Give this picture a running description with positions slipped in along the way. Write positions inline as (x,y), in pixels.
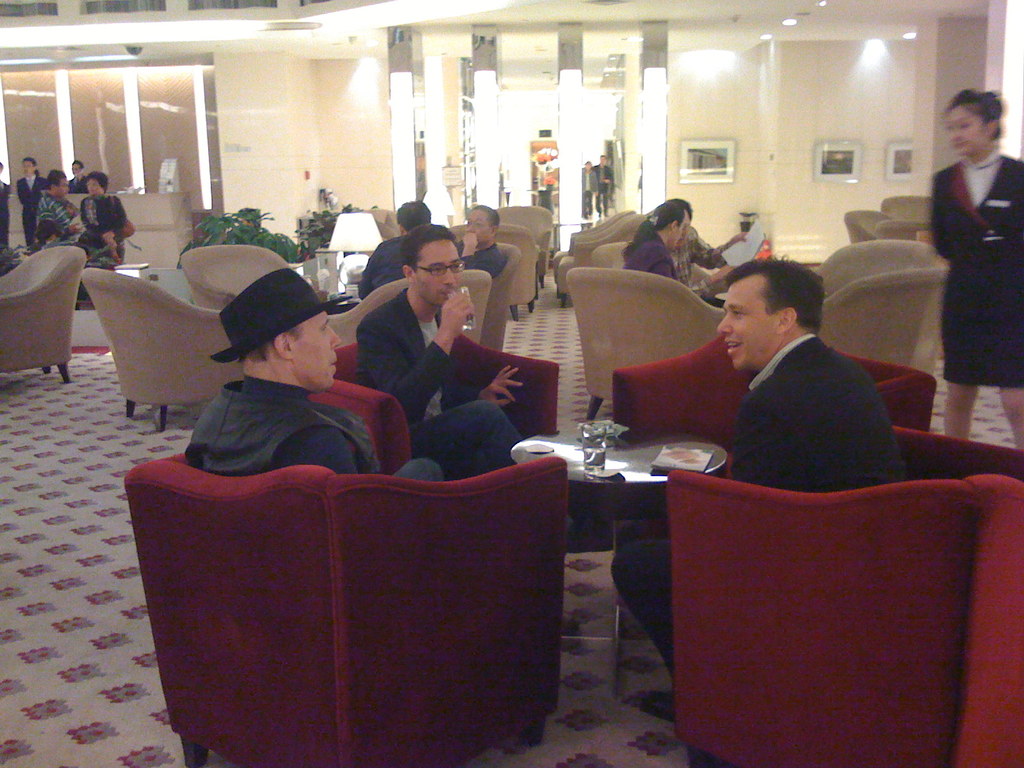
In this image there are group of people (280,376). Few people (360,426) are sitting on the couch (695,473). The person (455,462) is sitting on the couch (496,358) and drinking water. In front of the person (459,433) there is a table (618,467), on table (612,443) there is a glass of water (594,430) and a book (704,457). The frames (694,150) are attached on the wall (728,109). On the top of room (787,23) there is a light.
